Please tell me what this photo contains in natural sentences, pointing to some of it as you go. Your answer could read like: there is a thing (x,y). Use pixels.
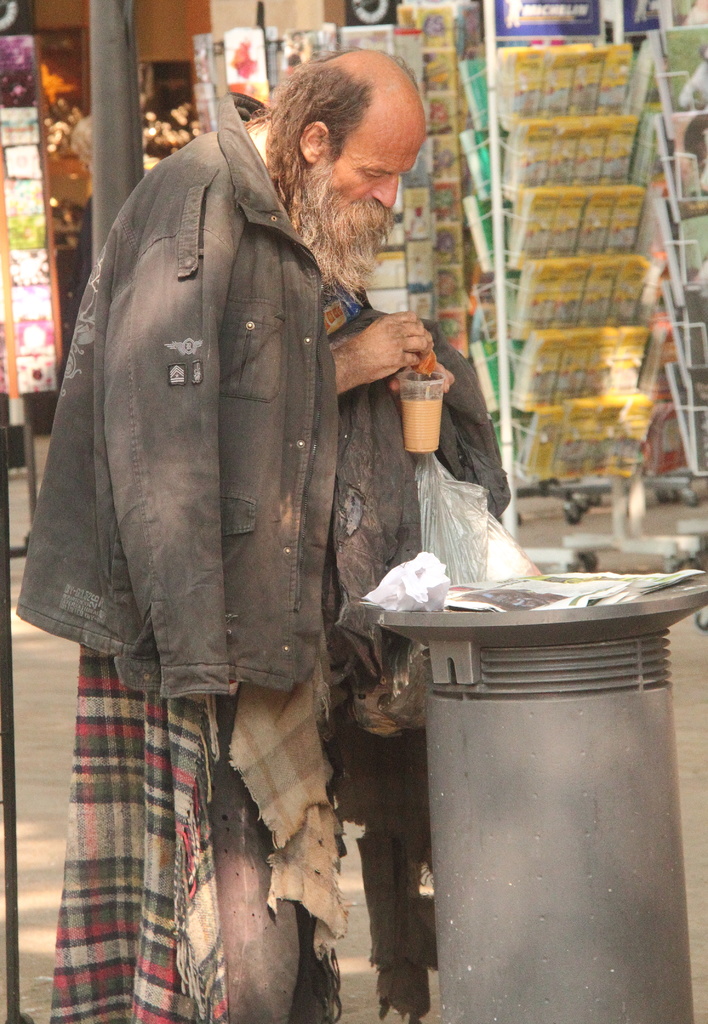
This image is taken outdoors. In the middle of the image (341,462) a man (195,624) is standing on the road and he is holding a glass (417,402) in his hands (347,372). On the right side of the image (569,851) there is a dustbin (580,757). In the background (420,218) there are many books (575,395) on the bookshelves (497,202).
